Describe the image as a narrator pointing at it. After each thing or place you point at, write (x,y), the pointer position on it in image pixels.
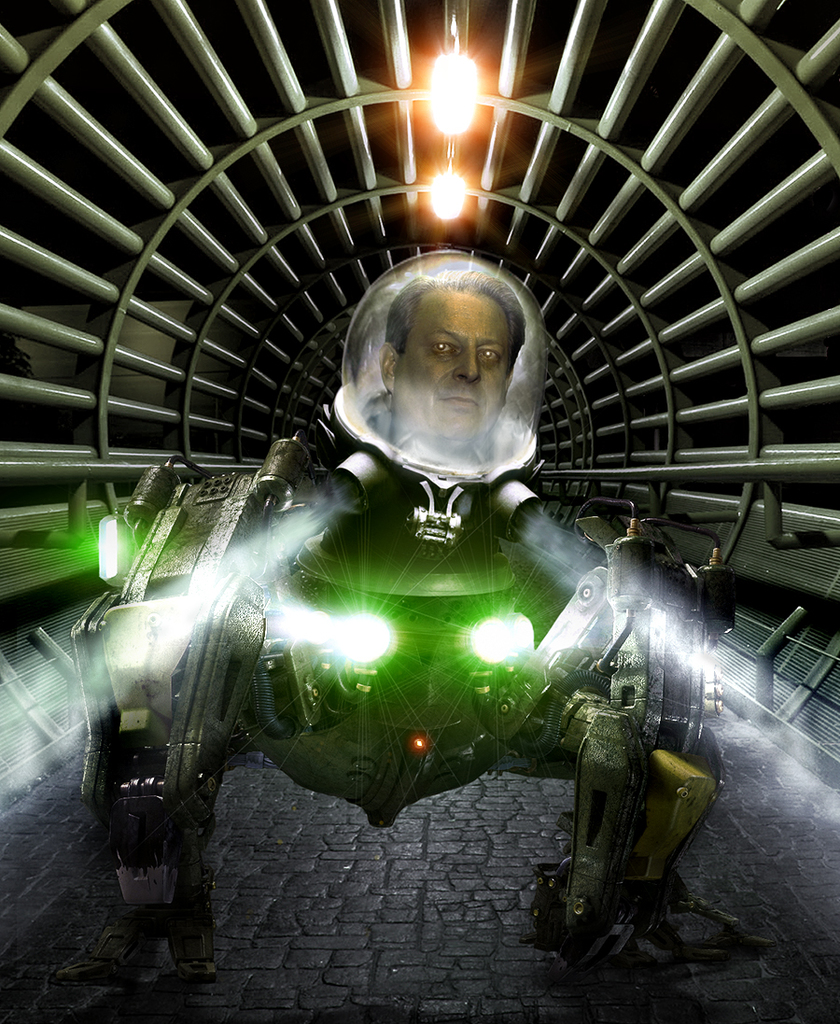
In this image I can see machine (644,859) which is on the path (267,800) and there is a man face (491,337) in it. In the background (444,210) I can see the lights (447,179).
